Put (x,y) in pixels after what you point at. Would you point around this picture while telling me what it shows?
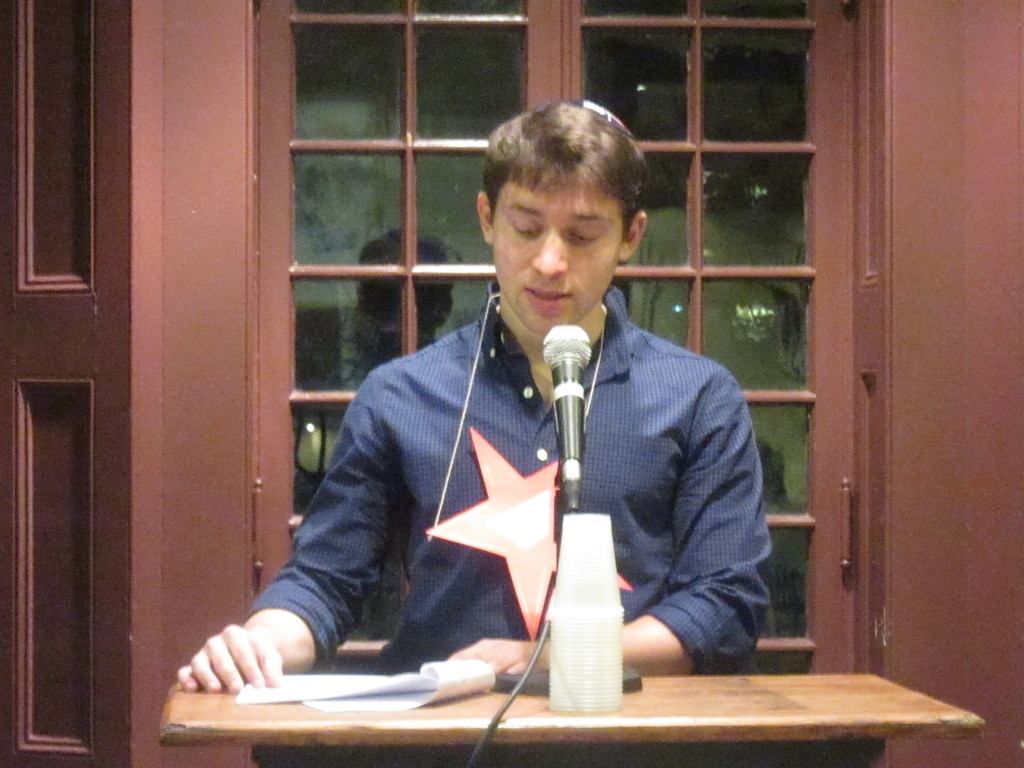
A man (548,207) is speaking at a podium (612,764) with a mic (570,390) in front of him and keeping some papers (356,680) in front of him.
